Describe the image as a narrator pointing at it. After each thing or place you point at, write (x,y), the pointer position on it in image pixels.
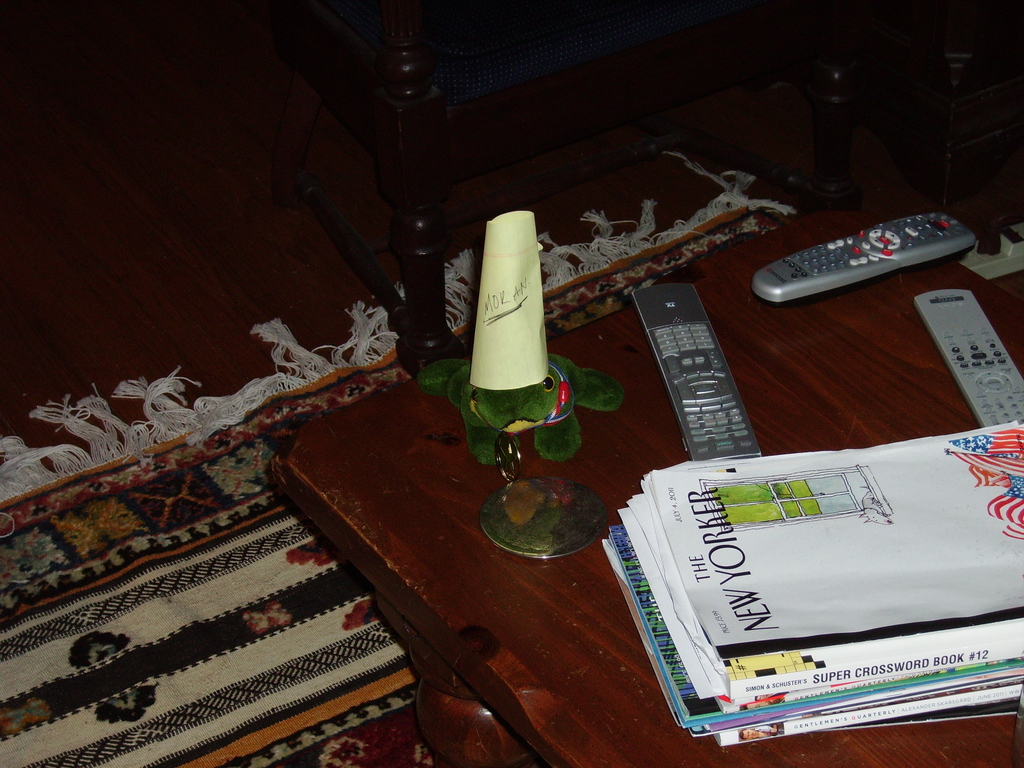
It is a inside view. We can see wooden floor (199,324), mat (268,561). On right side (702,618), we can see table (522,609) with books (861,580), some remotes (857,269) and there is a show piece (525,495). On the top of the image (526,101), we can see some chair (527,78).
